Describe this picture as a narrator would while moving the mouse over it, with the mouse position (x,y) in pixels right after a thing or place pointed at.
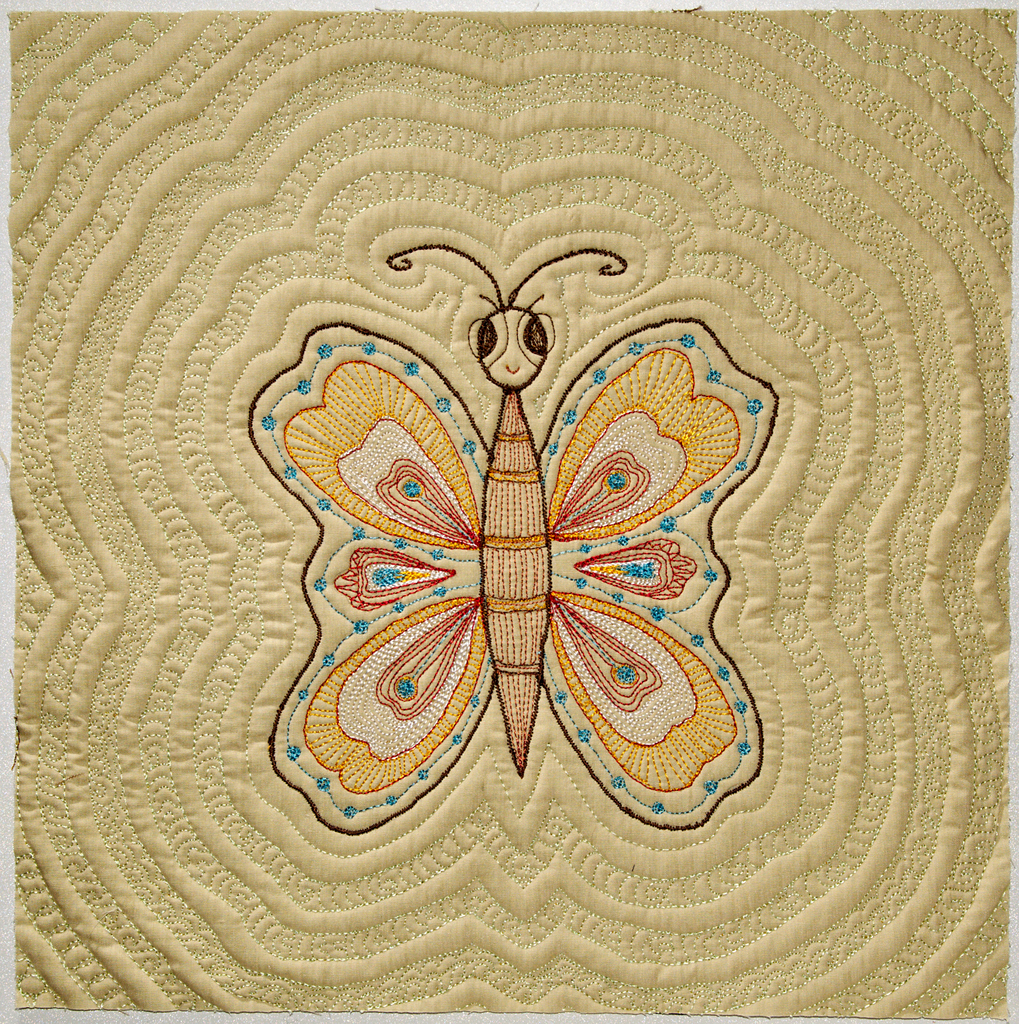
In this image we can see there is the cloth (463,254) with butterfly design (543,542).
